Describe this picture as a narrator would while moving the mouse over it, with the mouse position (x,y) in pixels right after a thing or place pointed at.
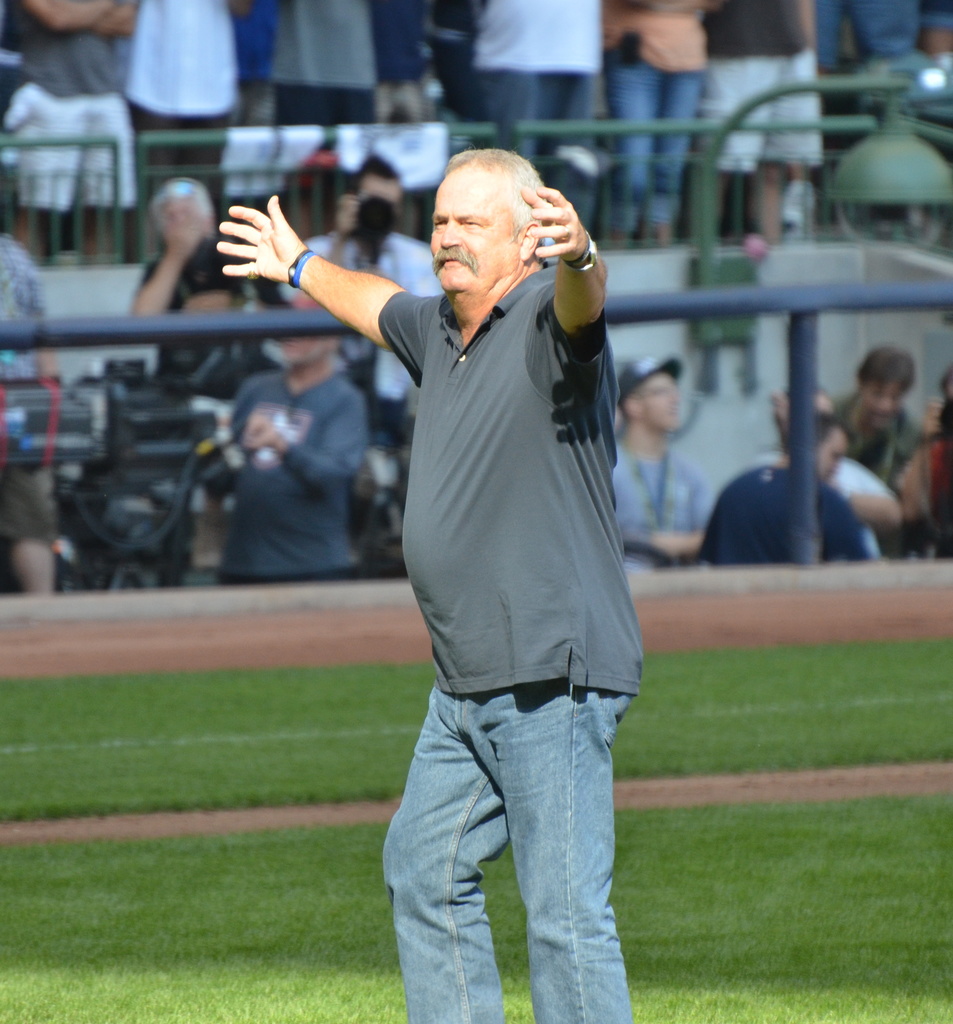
There is a person (561,525) wearing wristband (298,270) and standing. On the ground (337,832) there is grass lawn (765,680). In the back (308,414) there are many people (328,374), railings (638,125) and rods (810,375) are there.
